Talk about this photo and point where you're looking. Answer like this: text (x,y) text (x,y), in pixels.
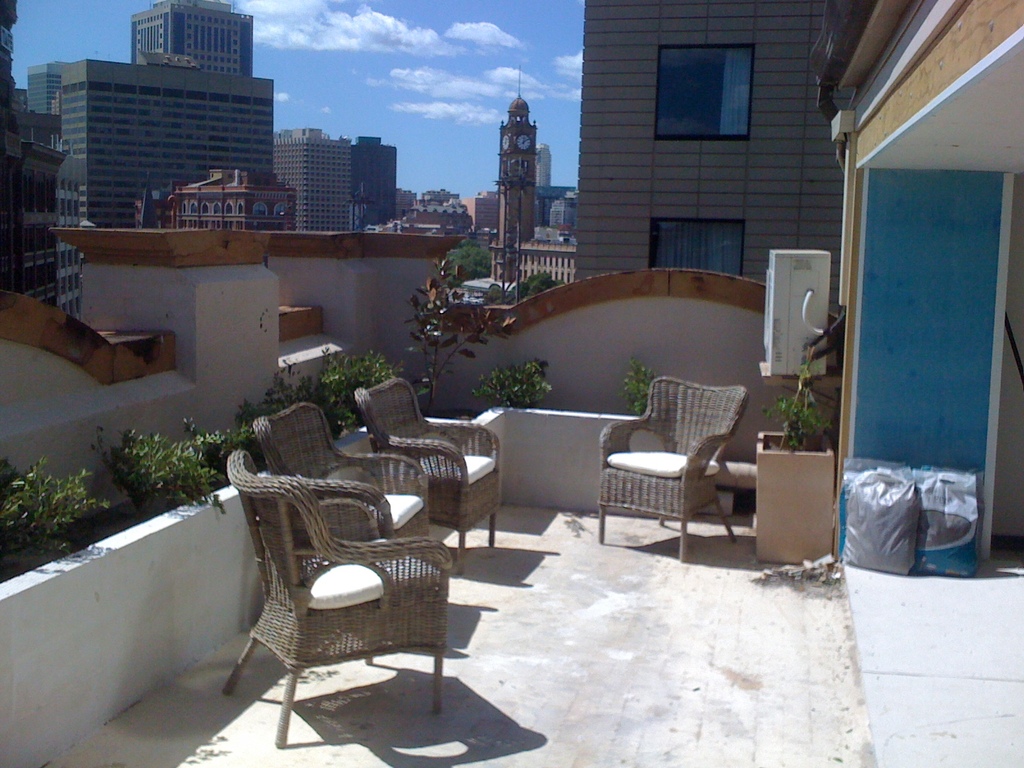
In the picture I can see chairs (467,481), planter (768,524), bags (876,486), buildings (544,201), a clock tower (513,202) and some other objects (477,336). In the background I can see the sky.
